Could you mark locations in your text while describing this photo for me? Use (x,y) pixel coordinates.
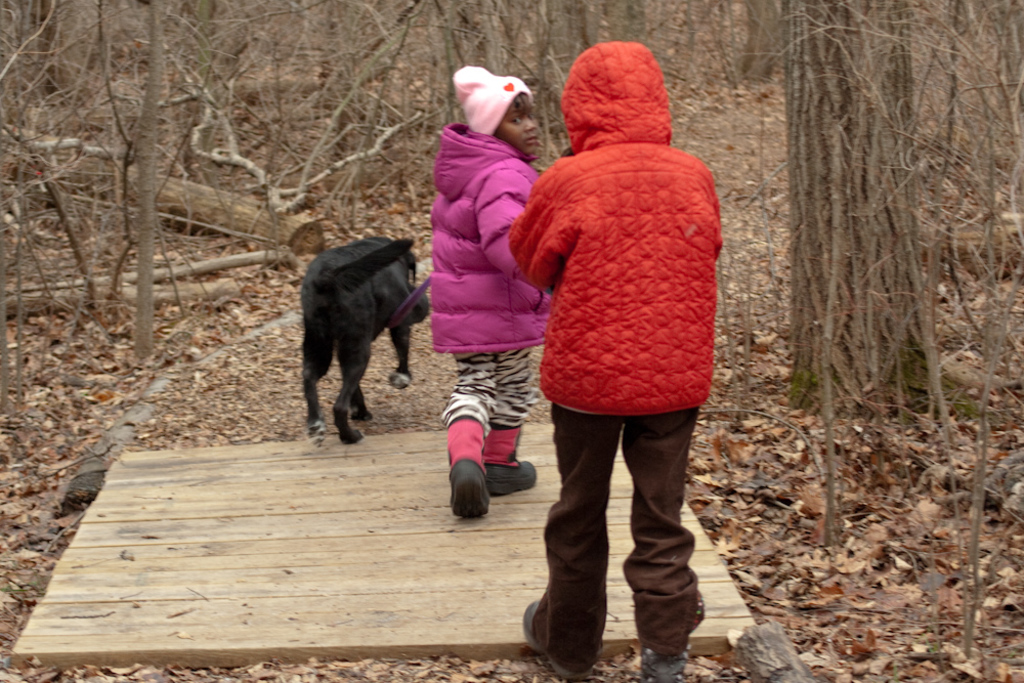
In this picture, we can see there are two kids (551,608) on the wooden path (503,612) and the kid (505,206) in the pink jacket (473,232) is holding a dog belt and in front of the kids (469,290) there is a dog (380,268), dry leaves (281,269) and trees (364,123).
